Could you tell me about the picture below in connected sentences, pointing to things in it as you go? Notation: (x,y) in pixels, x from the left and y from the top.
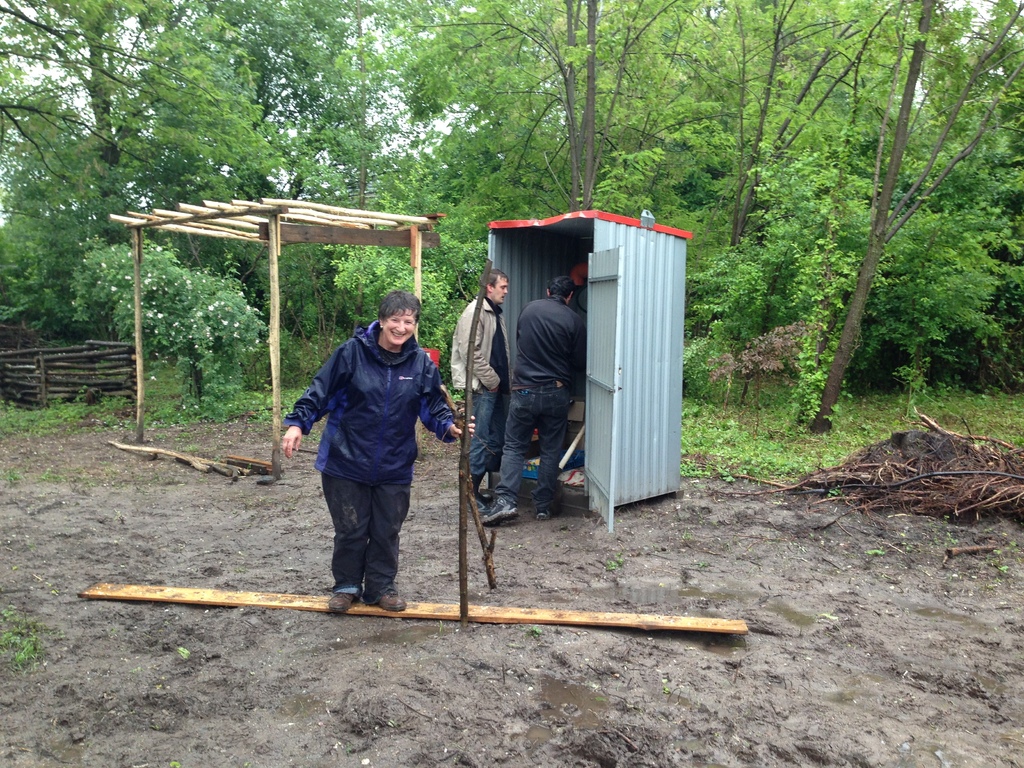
In this image I can see few people (383,412) are standing and I can see one of them is wearing blue colour rain coat (379,424). I can also see smile on her face (397,322). In the background (619,173) I can see number of trees (848,140) and on ground (782,627) I can see grass (182,399), wood (483,615) and few other things (821,487).
